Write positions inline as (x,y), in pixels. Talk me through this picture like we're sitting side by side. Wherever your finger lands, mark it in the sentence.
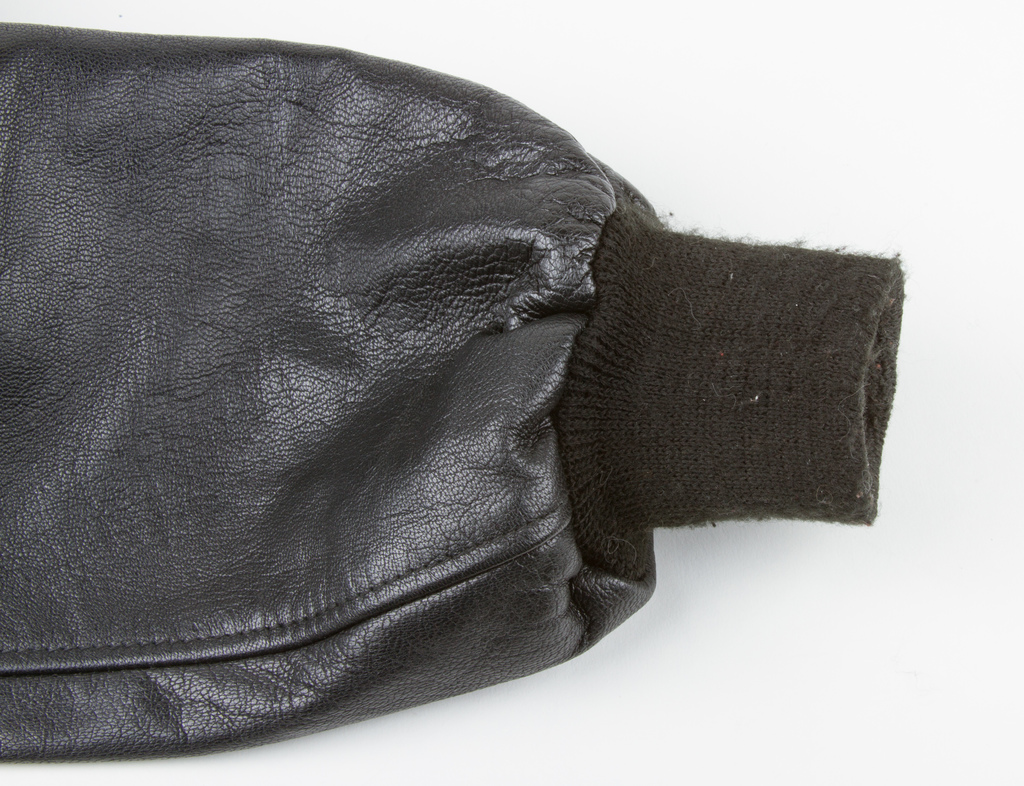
In this image we can see a sleeve (212,437) of a jacket (521,475).
